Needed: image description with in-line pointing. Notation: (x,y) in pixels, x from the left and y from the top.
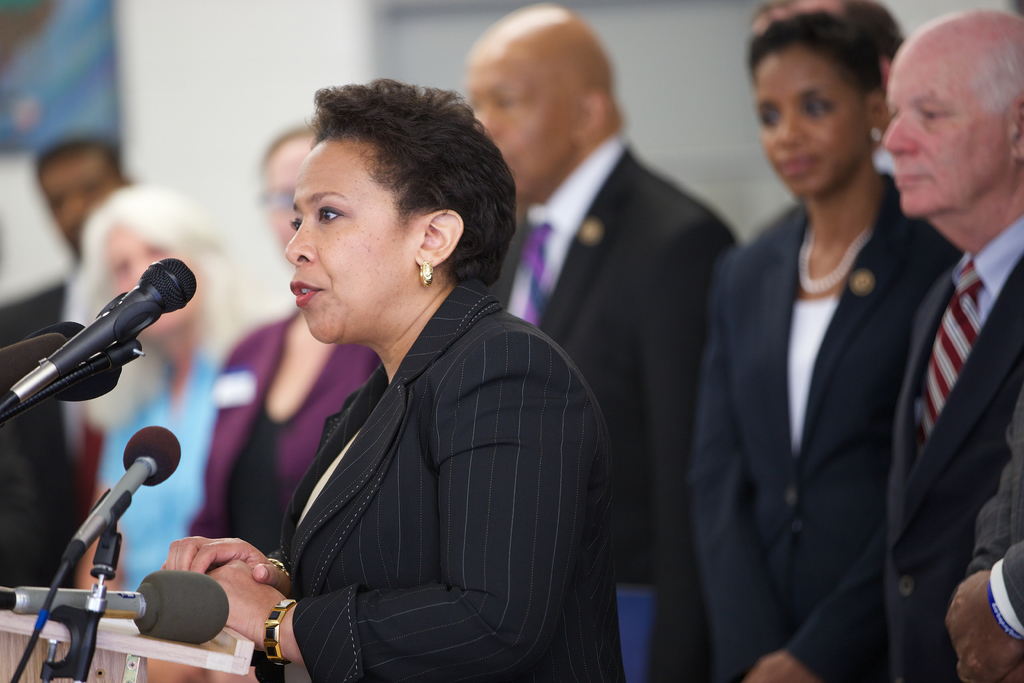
In the image we can see a woman (441,446) standing, wearing clothes (311,626), bracelet (270,623) and it looks like she is talking. Here we can see the microphones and behind her there are many other people (678,234) standing, wearing clothes (747,252) and the background (720,193) is slightly blurred.
